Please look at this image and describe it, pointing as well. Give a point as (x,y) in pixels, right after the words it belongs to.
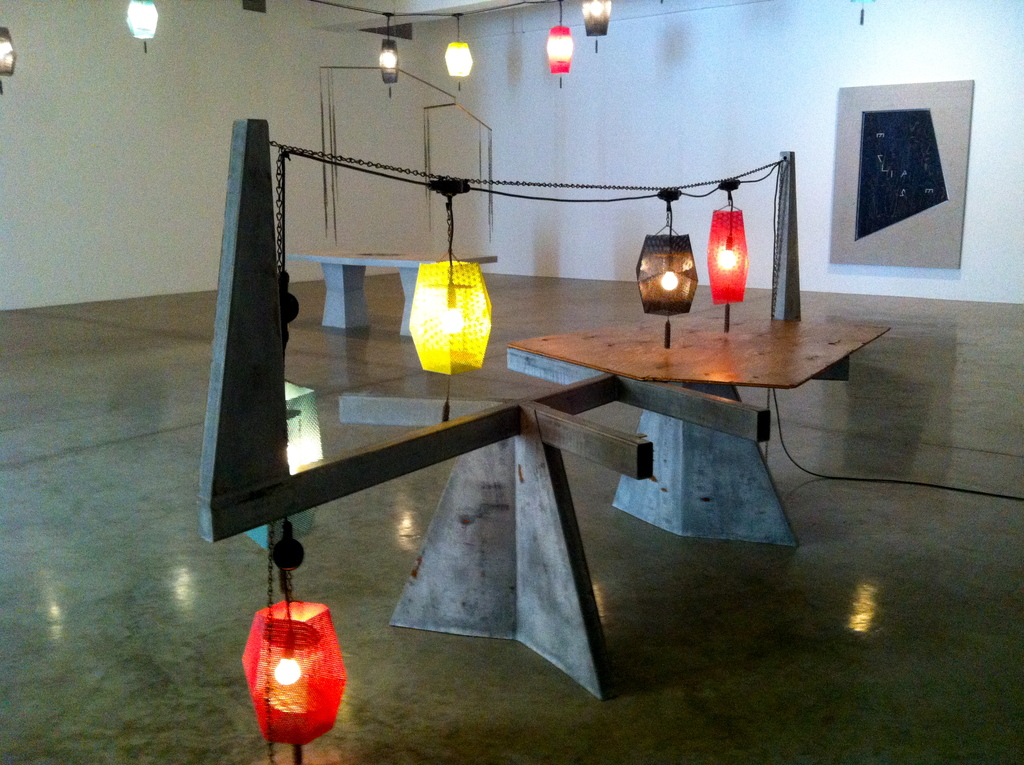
In this image I can see few colorful lanterns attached to the rope (381,172). I can see a grey and brown color object (726,354) and the board (867,206) is attached to the white wall (772,71).
